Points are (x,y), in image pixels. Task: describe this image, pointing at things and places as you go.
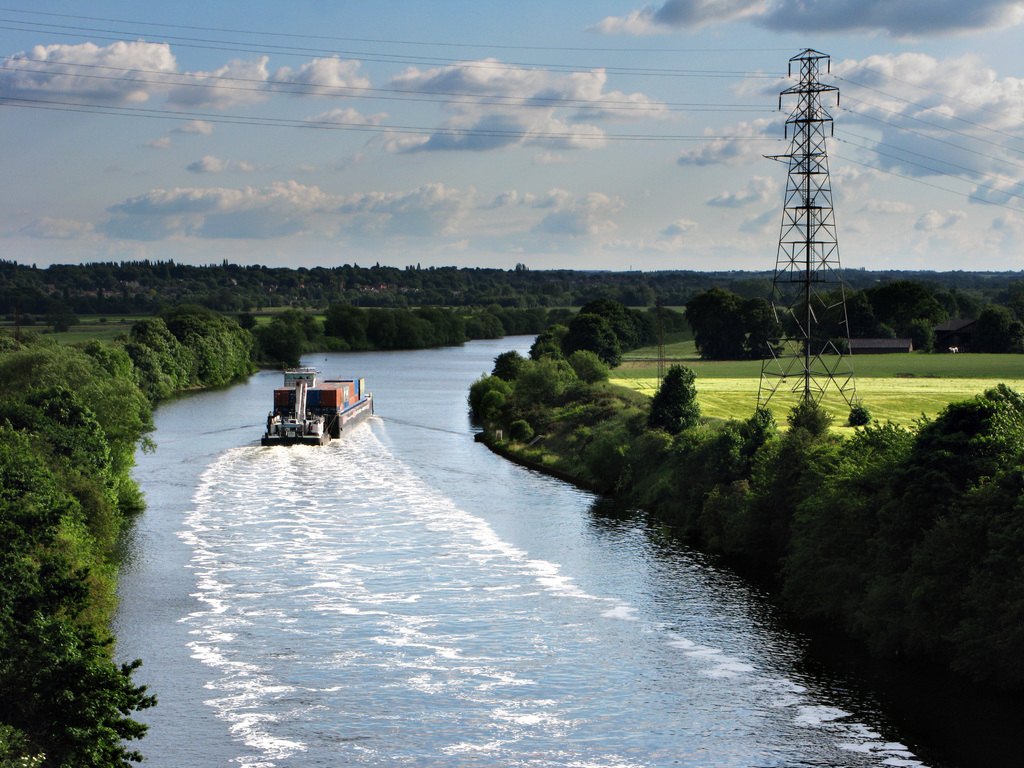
In this image, we can see a boat (302,426) is sailing on the water (426,625). Here we can see so many trees (917,614), grass (823,403), tower (786,278) with wire (566,133). Top of the image (693,124), there is a cloudy sky (616,154).
